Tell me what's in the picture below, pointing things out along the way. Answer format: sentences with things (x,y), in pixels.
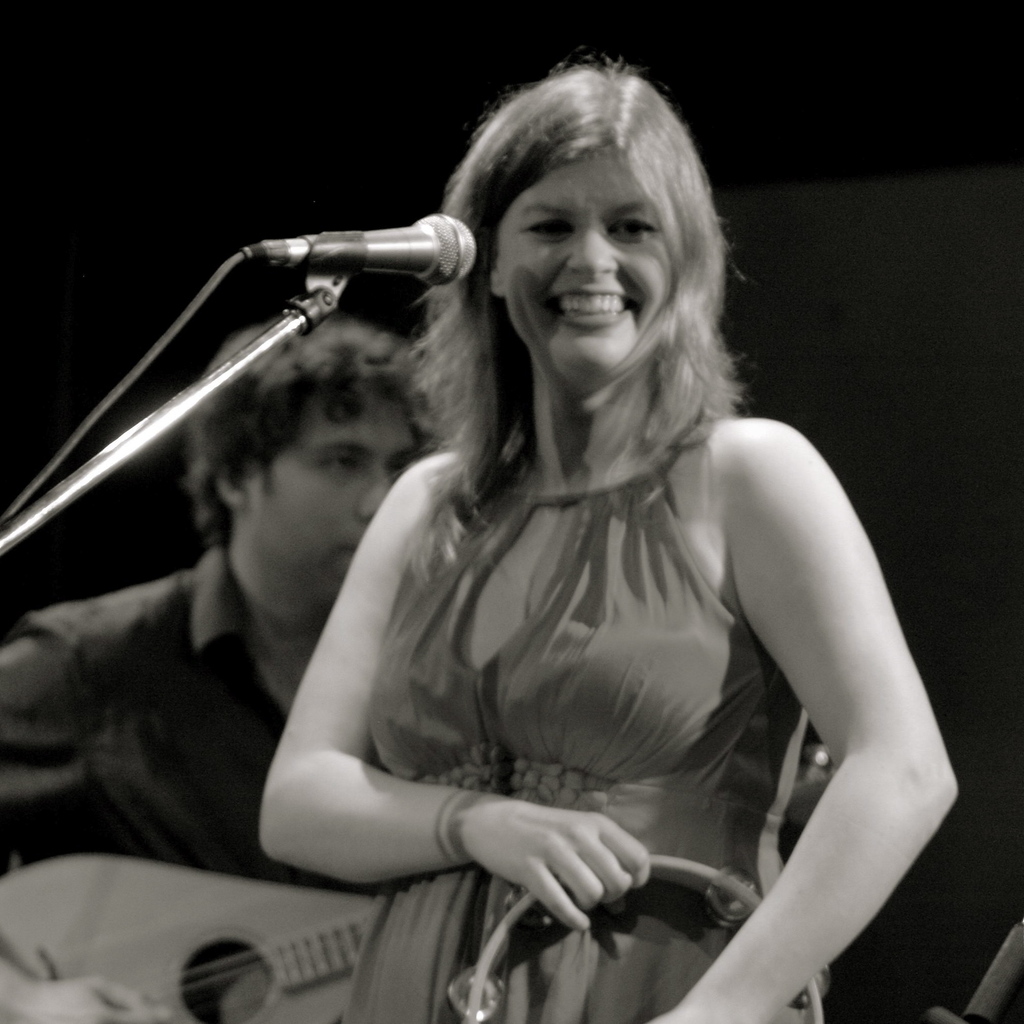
This is black and white image where we can see a girl (619,531) is standing. She is smiling and holding some musical instrument (470,996) in her hand (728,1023). In front of her mic (365,269) is there. Behind her one man (202,621) is playing guitar (83,960). He is wearing shirt (140,712).
